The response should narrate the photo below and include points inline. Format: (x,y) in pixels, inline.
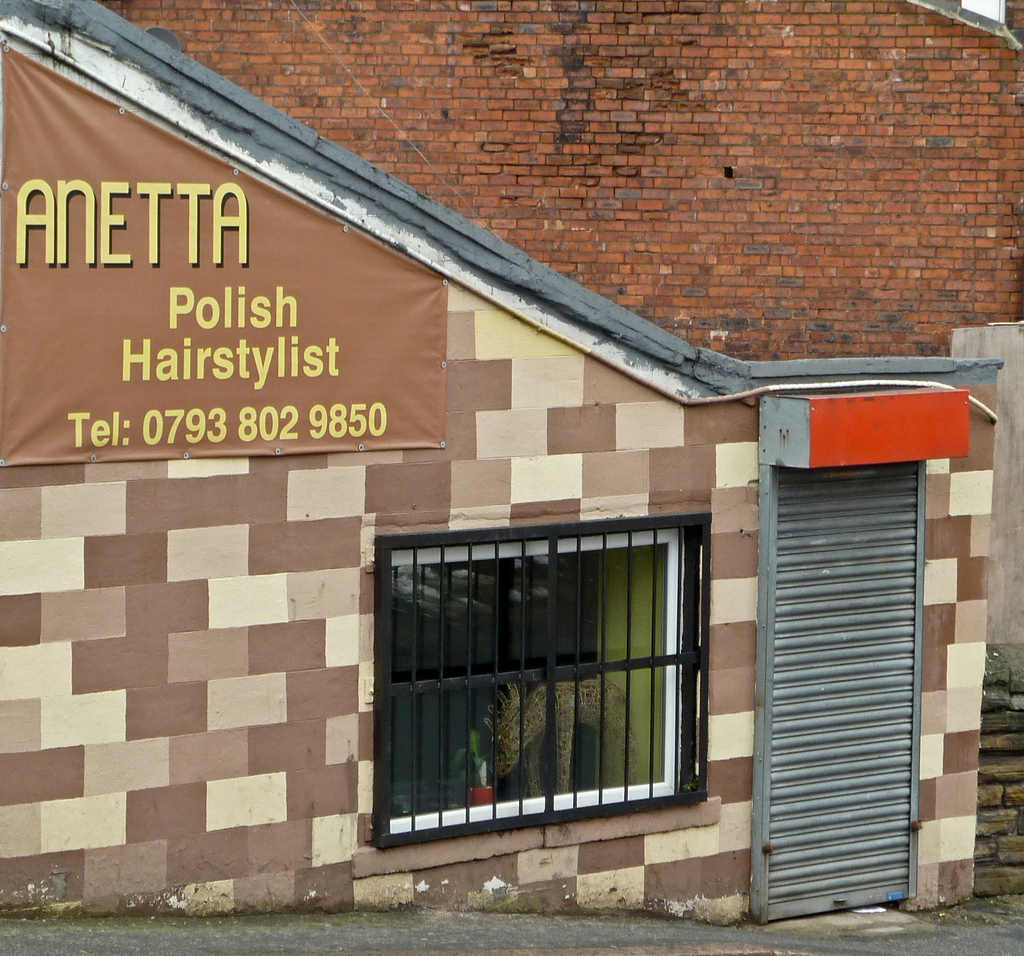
In this image there are sheds (483,441) and we can see a board (164,430) placed on the wall (188,619). At the bottom (656,924) there is a road (512,921).
